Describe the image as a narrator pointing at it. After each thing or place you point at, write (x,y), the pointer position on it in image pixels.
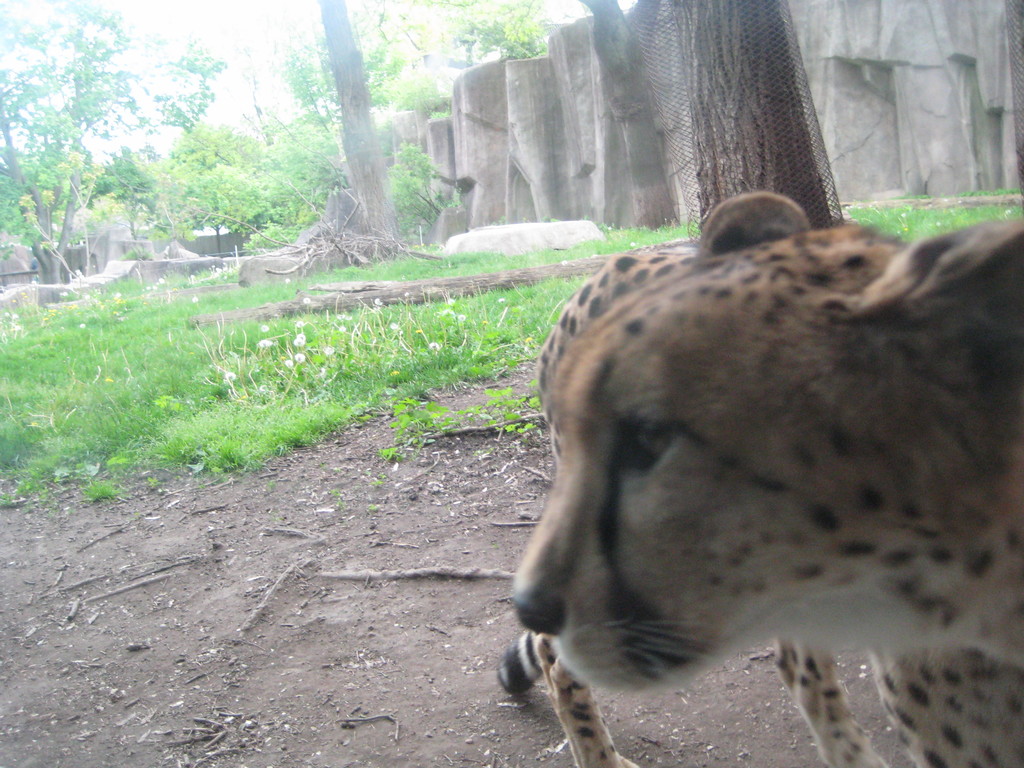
In this image I can see a cheetah (783,474) which is brown, black and cream in color is standing on the ground (518,716). I can see some grass (244,378) on the ground (250,351), few trees (195,167), few white colored flowers (291,348), the wall (506,115) and the sky (281,39) in the background (198,39).
